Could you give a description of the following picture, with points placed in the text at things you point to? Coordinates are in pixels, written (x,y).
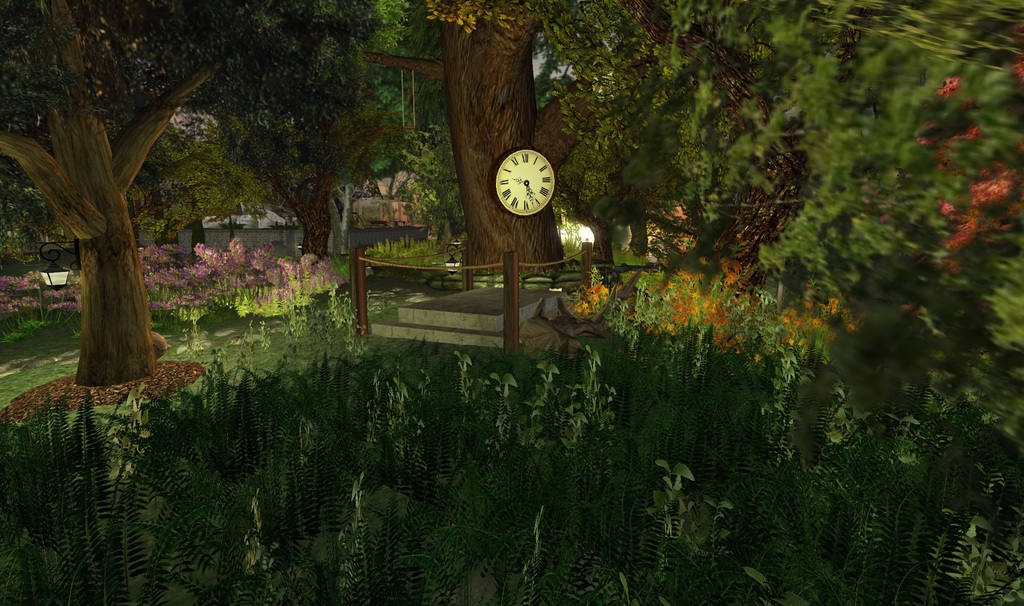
This is a painting and here we can see trees (770,185) and plants (453,411) and we can see a clock (510,186) and there is a stone (521,310) and there are some lights (56,266) and a fence (527,266) around the stone (463,323).
